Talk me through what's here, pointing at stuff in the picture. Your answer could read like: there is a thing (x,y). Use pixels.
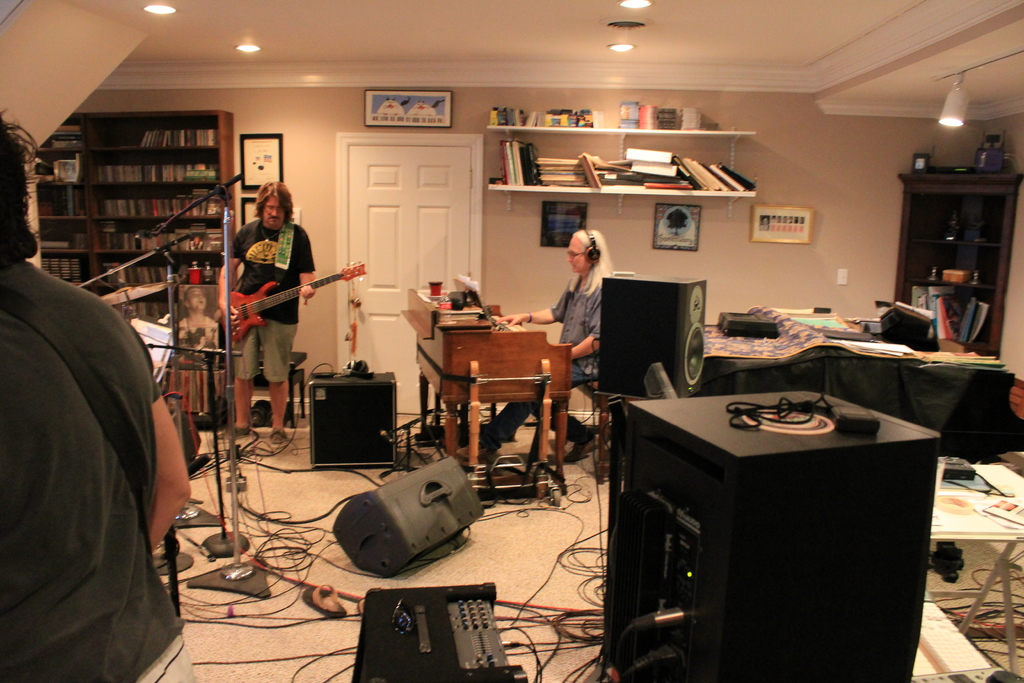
In this picture I can see there is a person (591,268) at right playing the piano (448,335), the person (297,319) at the left (290,293) is holding the guitar (344,280) and there are few speakers (452,497), cables (345,500) and microphones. There is a bookshelf (206,152) in the backdrop (615,172) with books (651,177).
